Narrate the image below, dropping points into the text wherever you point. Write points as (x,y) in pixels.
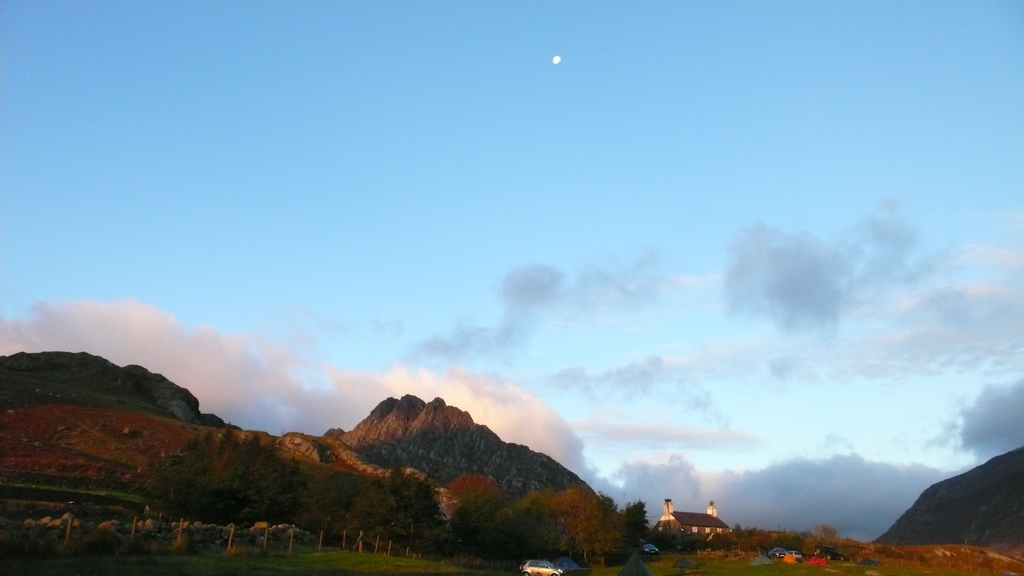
In this image we can see a house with roof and windows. We can also see some vehicles (800,553) on the ground (389,556), some poles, stones (269,538), the hills (336,464), the moon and the sky (588,311) which looks cloudy.
